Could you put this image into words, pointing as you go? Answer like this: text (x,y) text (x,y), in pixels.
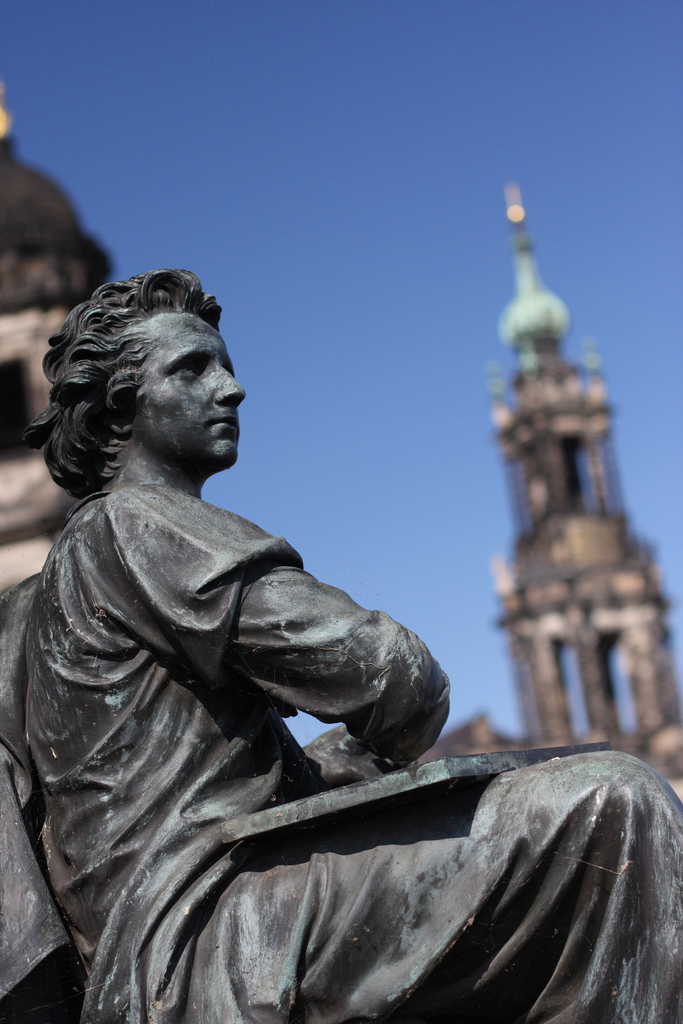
This is sculpture (305,837) of a person (323,818), this is building (537,424) and a sky (397,244).
